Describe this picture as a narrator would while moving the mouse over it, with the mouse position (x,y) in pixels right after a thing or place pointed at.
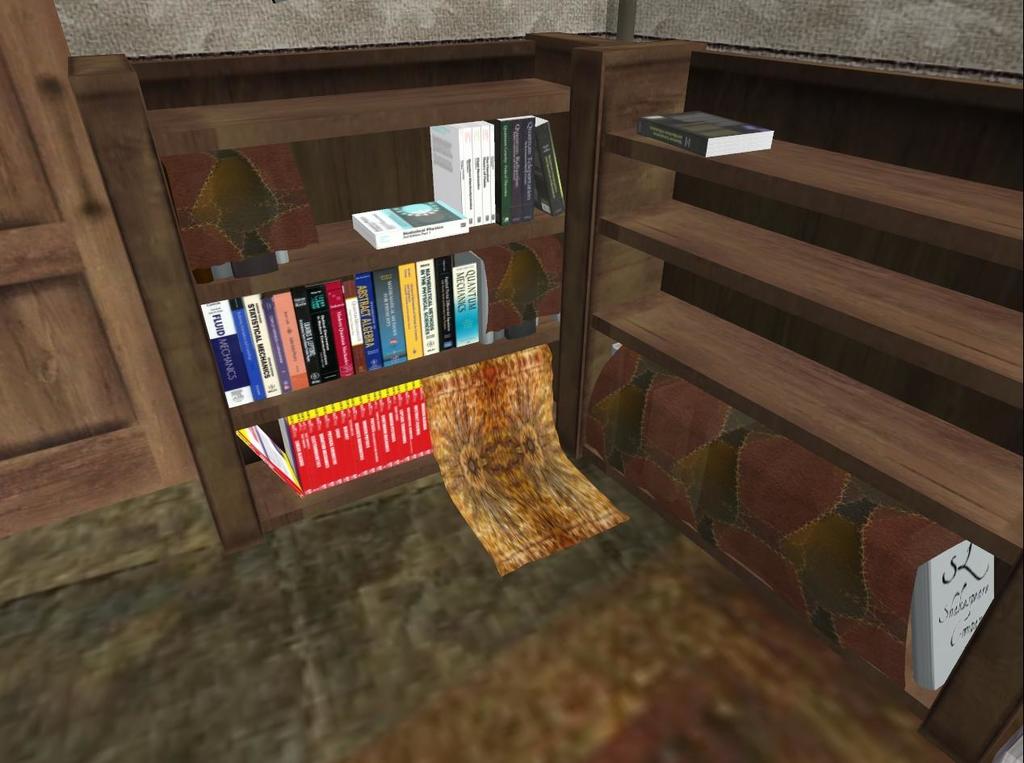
This is the anime image of a room (294,376) with books (405,243) in a wooden rack (441,245) and a door (123,417) on the left side (2,263).
